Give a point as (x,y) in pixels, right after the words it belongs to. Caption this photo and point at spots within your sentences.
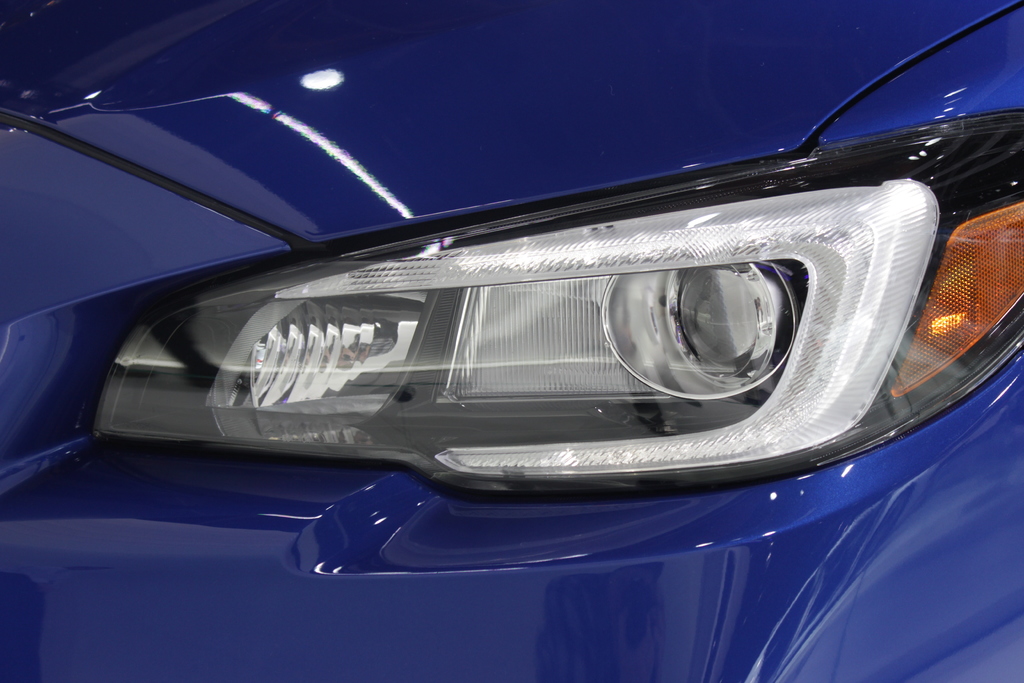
In this picture there is a blue color car (445,302) and there is a head light (796,273) on the car (736,404) and there is a reflection of light (308,130) on the car (332,136).
